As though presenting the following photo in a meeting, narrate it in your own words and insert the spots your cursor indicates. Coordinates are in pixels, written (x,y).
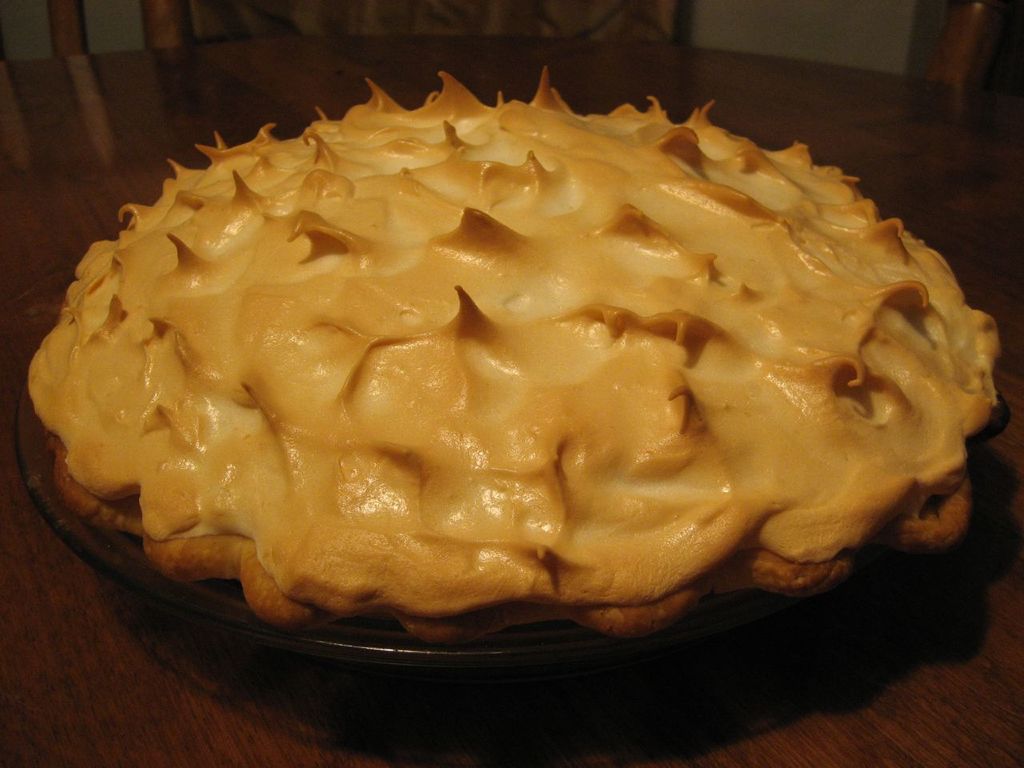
In this picture we pie (279,590) with plate (350,656) on the table (62,189). In the background of the image (844,61) we can see wall (841,40) and wooden objects (169,18).
